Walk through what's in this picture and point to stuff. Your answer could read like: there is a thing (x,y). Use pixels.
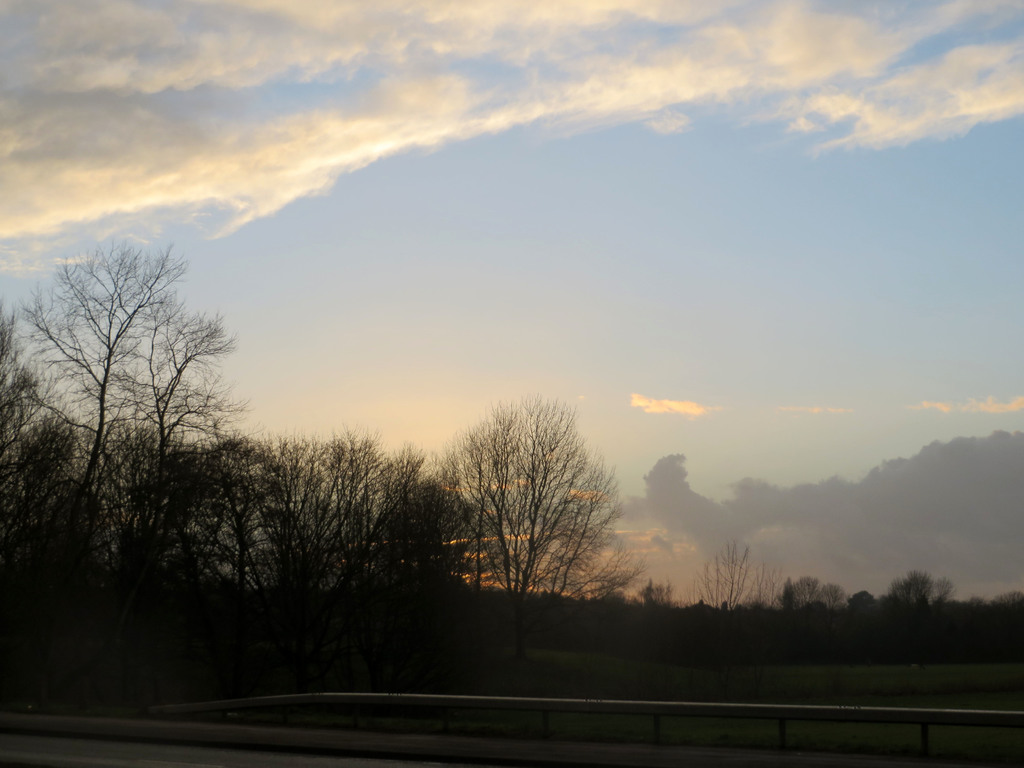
At the bottom (746,748) we can see a fence (904,707) and road (385,755). In the background (437,609) there are trees (325,551), plants (720,692) and clouds (323,40) in the sky (384,393).
